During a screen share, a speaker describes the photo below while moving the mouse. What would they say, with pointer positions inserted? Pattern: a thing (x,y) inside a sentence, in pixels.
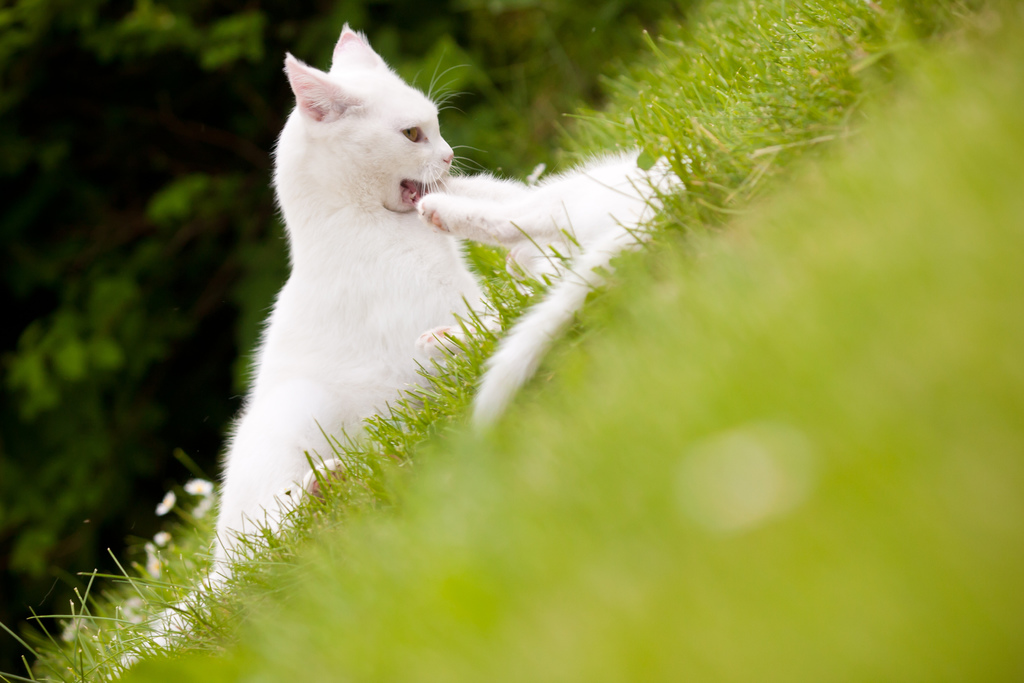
In this image I can see two cats (581,243). There is grass (734,260) and there is a blur background (17,435).
